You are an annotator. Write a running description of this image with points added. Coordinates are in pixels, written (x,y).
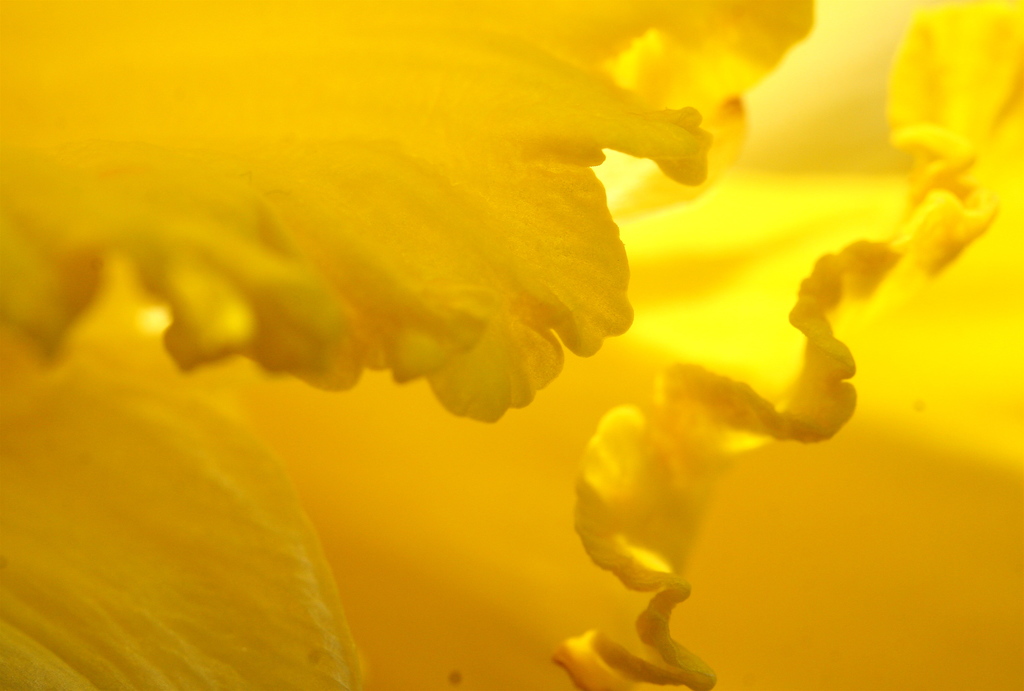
Here we can see yellow color petals (442,224) of a flower (460,393).
